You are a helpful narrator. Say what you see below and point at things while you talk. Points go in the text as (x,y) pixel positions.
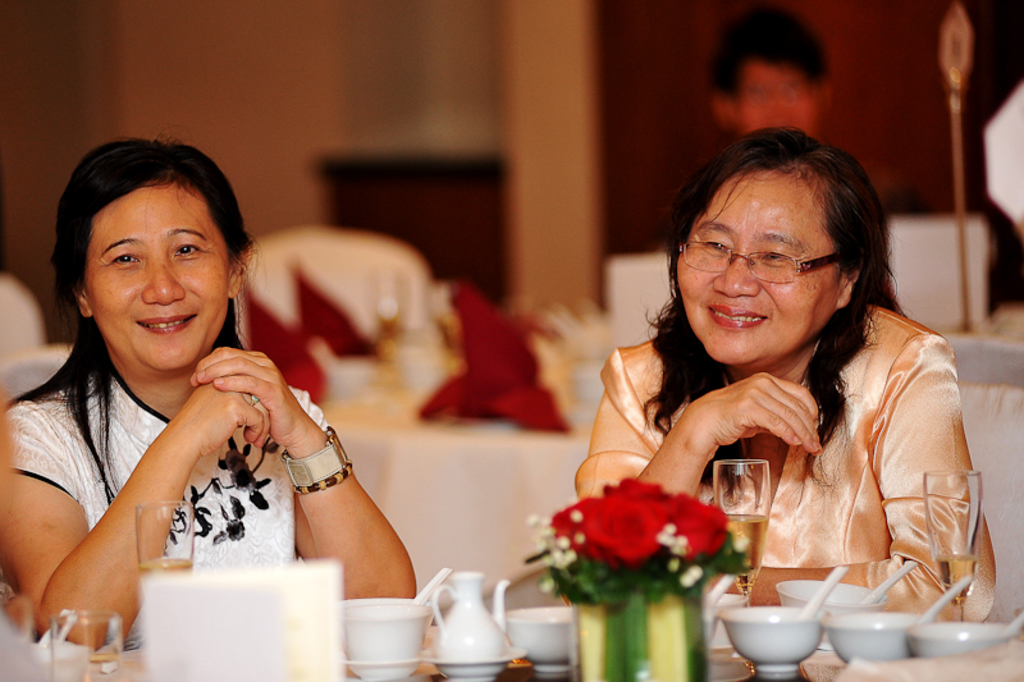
There are two women (648,420) sitting. Woman (245,446) on the left (184,452) is wearing a watch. Woman (760,419) on the right (781,360) is wearing a specs (765,272). In front of them there is a table (509,673). On that there are glasses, bowls (818,614), spoons (883,586), cups (378,607) and a flower bouquet (664,574). In the background (598,224) it is blurred.
